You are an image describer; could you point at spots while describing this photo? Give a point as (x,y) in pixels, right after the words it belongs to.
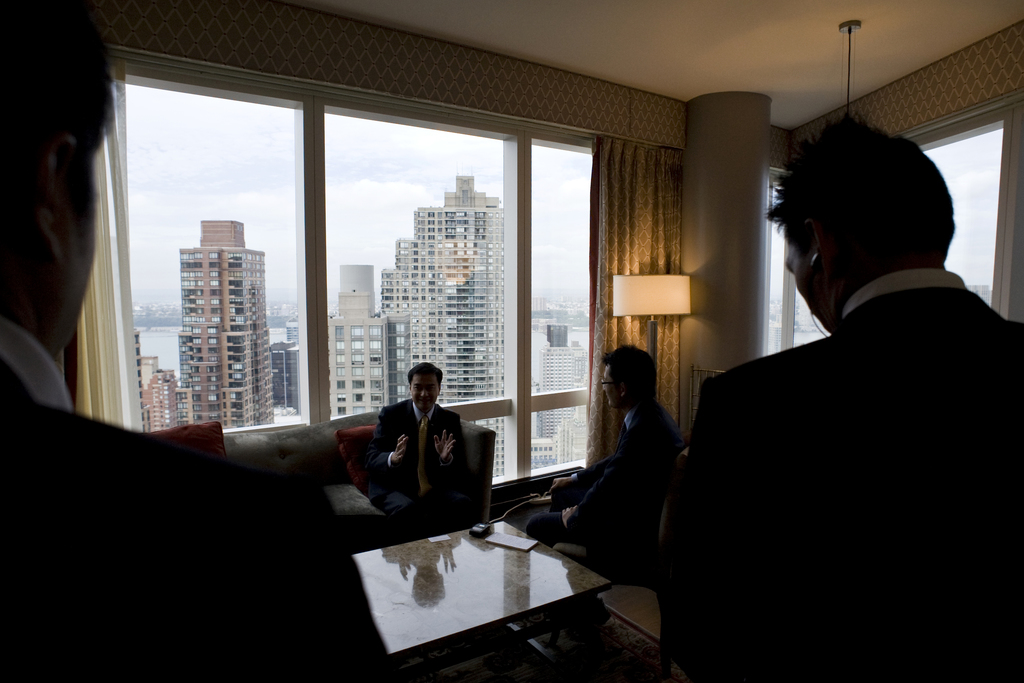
This image is clicked in a room (596,346). There are four person (798,405) in the image. In the background (186,127) there are pillars (712,205), curtains (654,244), and a window (434,266) through which the city (382,285) is seen. The man (408,481) is sitting in a sofa (471,465) and talking. In the middle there is a table (527,602).
